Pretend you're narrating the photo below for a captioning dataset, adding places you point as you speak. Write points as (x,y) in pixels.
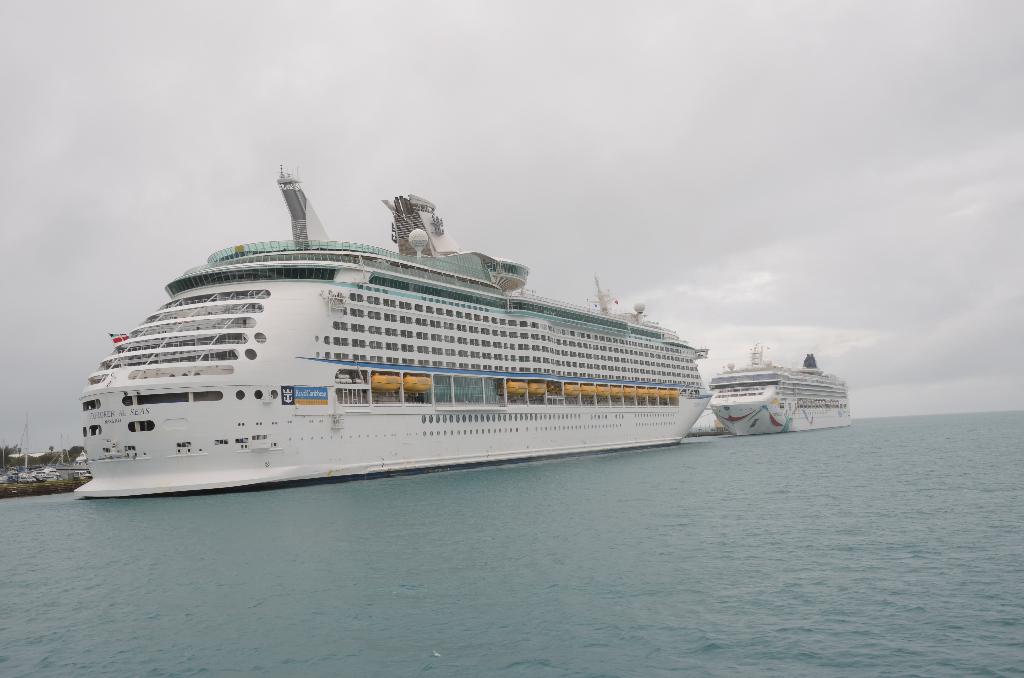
In this image I can see water (341,518) in the front (331,547) and on it I can see two white colour ships (540,417). On the left side of this image (17,456) I can see few white colour things (23,468) and in the background (447,200) I can see clouds (381,185) and the sky (472,228).
